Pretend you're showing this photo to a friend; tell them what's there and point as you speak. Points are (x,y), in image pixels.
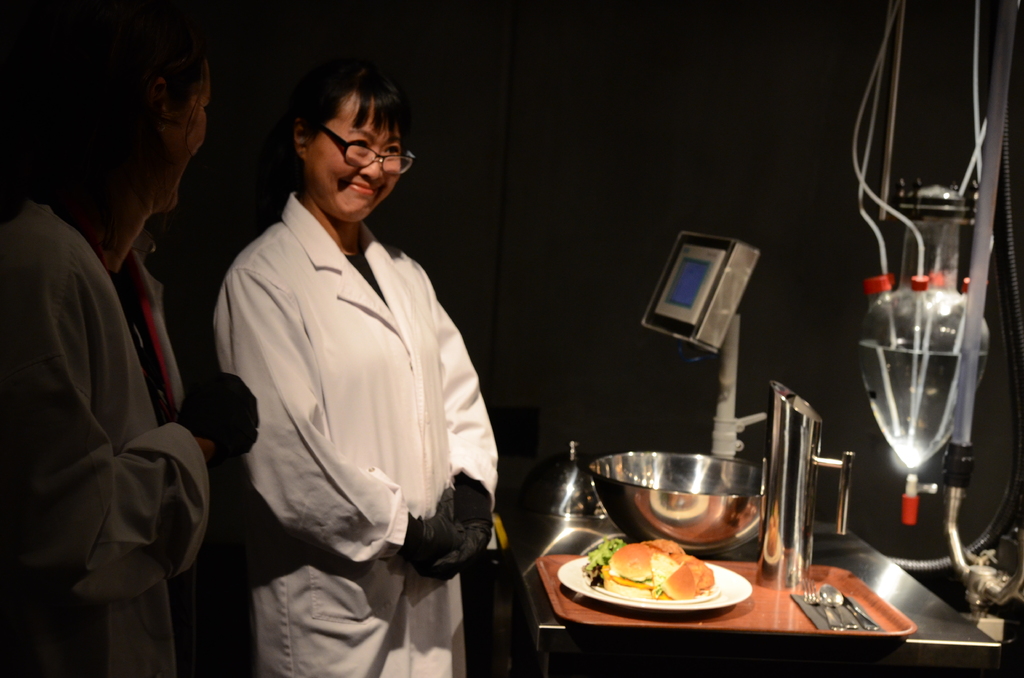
In the image on the left side (289,350), we can see two persons (247,330) were standing and they were smiling, which we can see on their faces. In front of them, there is a table (807,643). On the table (798,624), we can see plates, spoons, some food items (637,557), mug (790,561), bowl (689,508) and few other objects (837,576).
